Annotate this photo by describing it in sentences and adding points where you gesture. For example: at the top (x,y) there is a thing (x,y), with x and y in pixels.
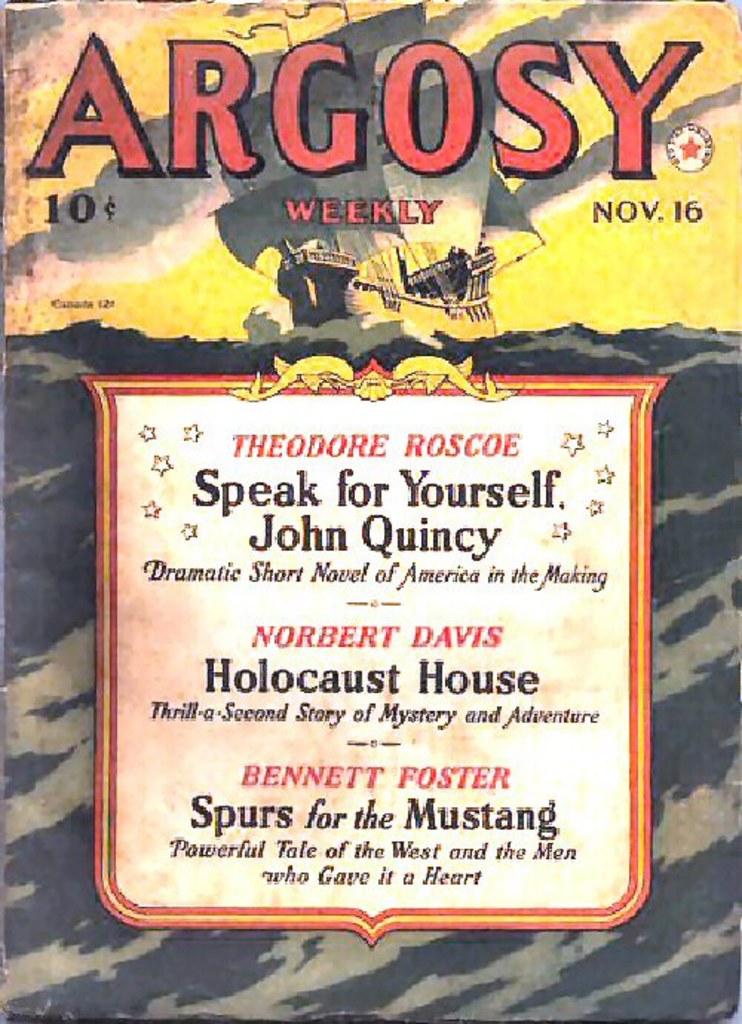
In this picture I can see a ship (401,241) on water (306,348) and sky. I can also see something written on it.
